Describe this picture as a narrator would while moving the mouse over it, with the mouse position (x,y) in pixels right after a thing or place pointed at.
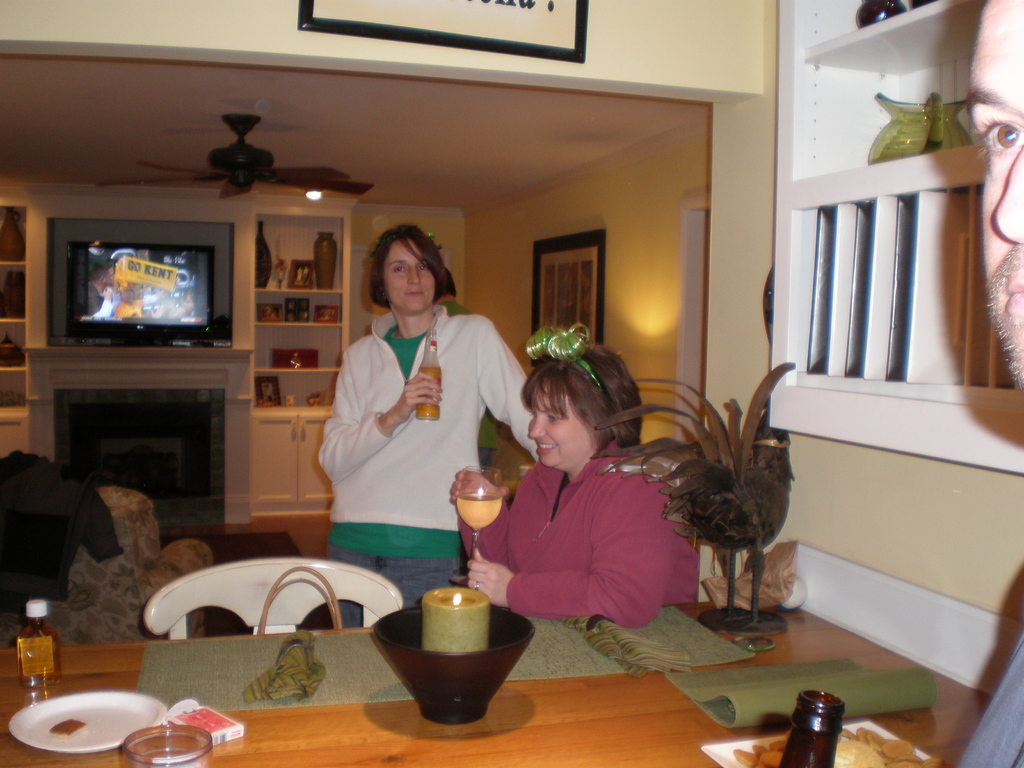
As we can see in the image, there are three persons (568,558). In front of these persons (660,536) there is a table (497,722). On table (59,690) there is a bottle (35,640), plate (103,728) and a candle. Behind them there is a wall (351,294) and shelves (301,393), tv (166,315) and fan (257,149).
